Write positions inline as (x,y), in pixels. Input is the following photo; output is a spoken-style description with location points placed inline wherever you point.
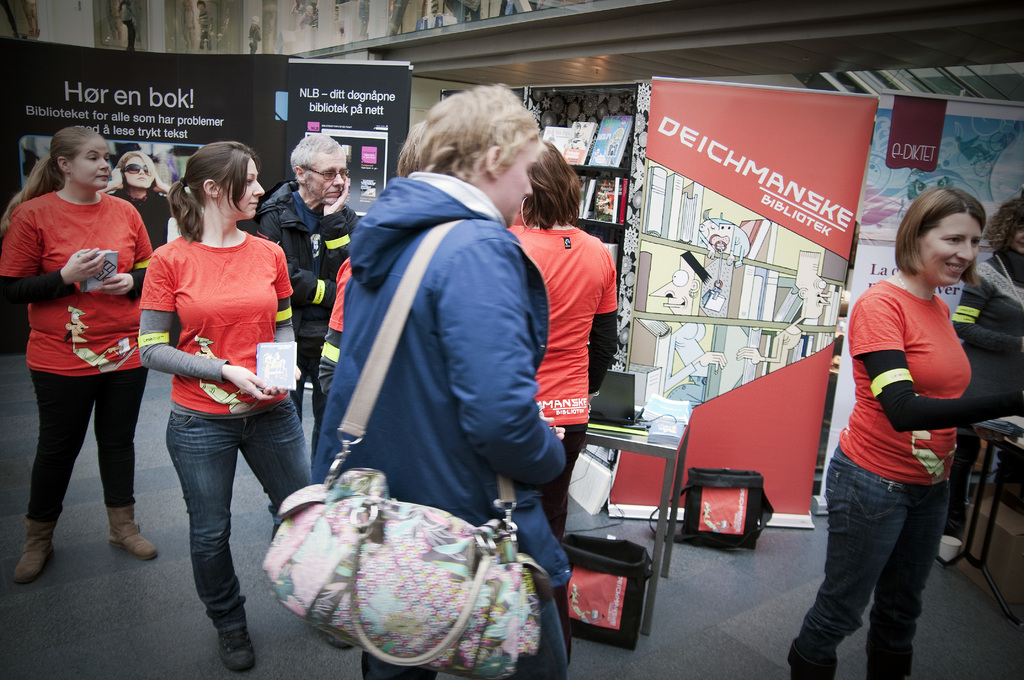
This is the picture taken in the indoor, there are group of people (244,318) in red t shirt (90,310) are standing on the floor (110,614). The person (400,393) in blue jacket (446,370) holding a bag (421,596) and background of this people (838,459) is a banners (726,173) which is in red and black color and there is a shelf (597,177) background of this people (560,161) on the shelf (588,160) there are the books (602,144).
